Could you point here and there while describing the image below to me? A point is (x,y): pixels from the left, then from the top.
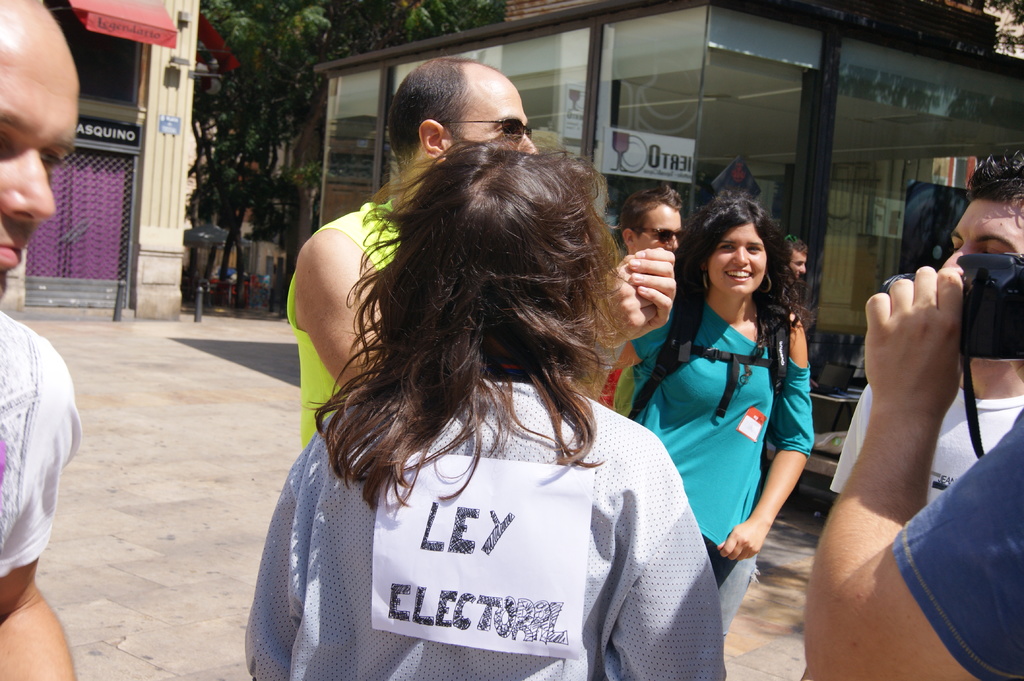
This picture describes about group of people (368,326), in the left side of the image (175,102) we can see few pillars (157,103), in the right side of the image (883,336) we can see a man (876,457), he is holding a camera (980,308), in the background (141,106) we can find few trees (305,134) and houses (365,160).
